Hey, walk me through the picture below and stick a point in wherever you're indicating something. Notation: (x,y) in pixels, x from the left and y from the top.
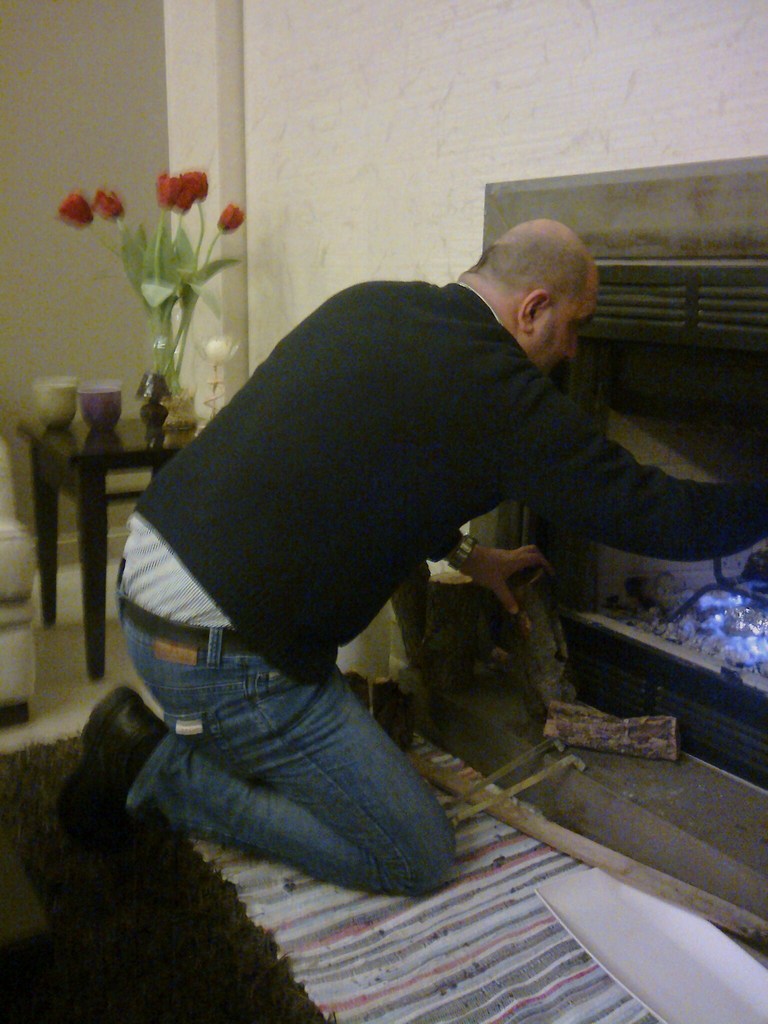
In this image in the center (341,426) there is one person (333,750) who is sitting on his knees (318,854), and in front of him there is coal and fire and wall (614,160) and beside him there is a table (158,460). On the table (180,430) there are some cups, pot (184,353), plant (164,209) and flowers (89,201) and in the background (112,170) there is wall (114,124). At the bottom (223,969) there is floor (41,708), on the floor (43,720) there are carpets (416,927).
